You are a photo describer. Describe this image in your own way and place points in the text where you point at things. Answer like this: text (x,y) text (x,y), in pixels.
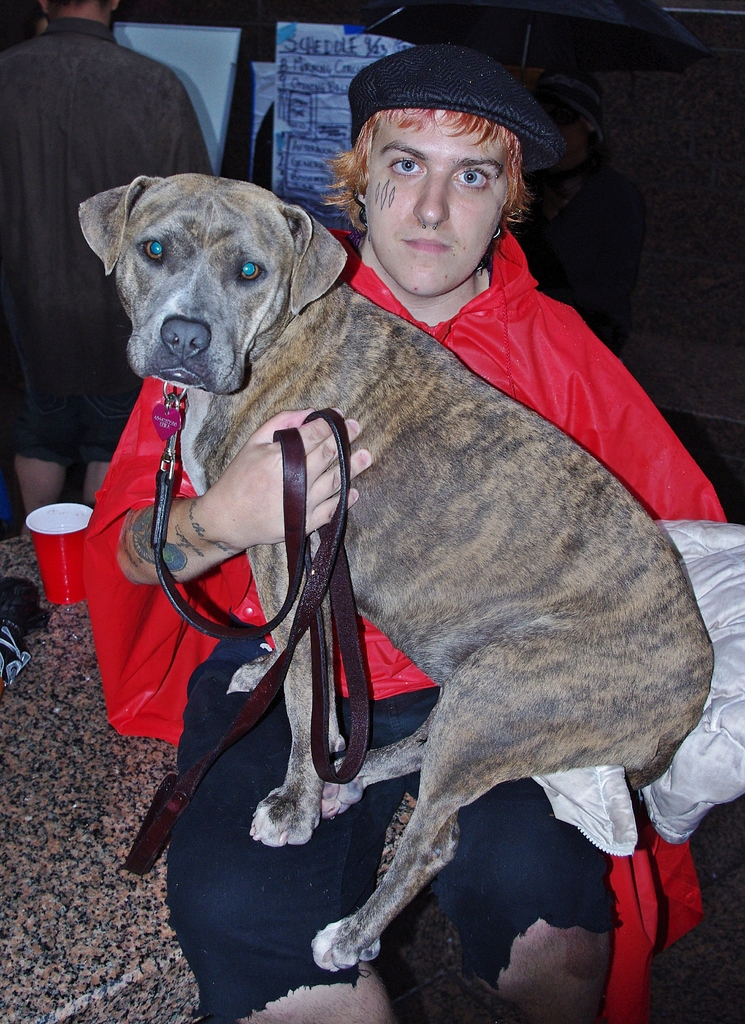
a person (519,385) is sitting and holding a dog (363,542) with his hand (228,544) there is a glass (38,548) near to him.
